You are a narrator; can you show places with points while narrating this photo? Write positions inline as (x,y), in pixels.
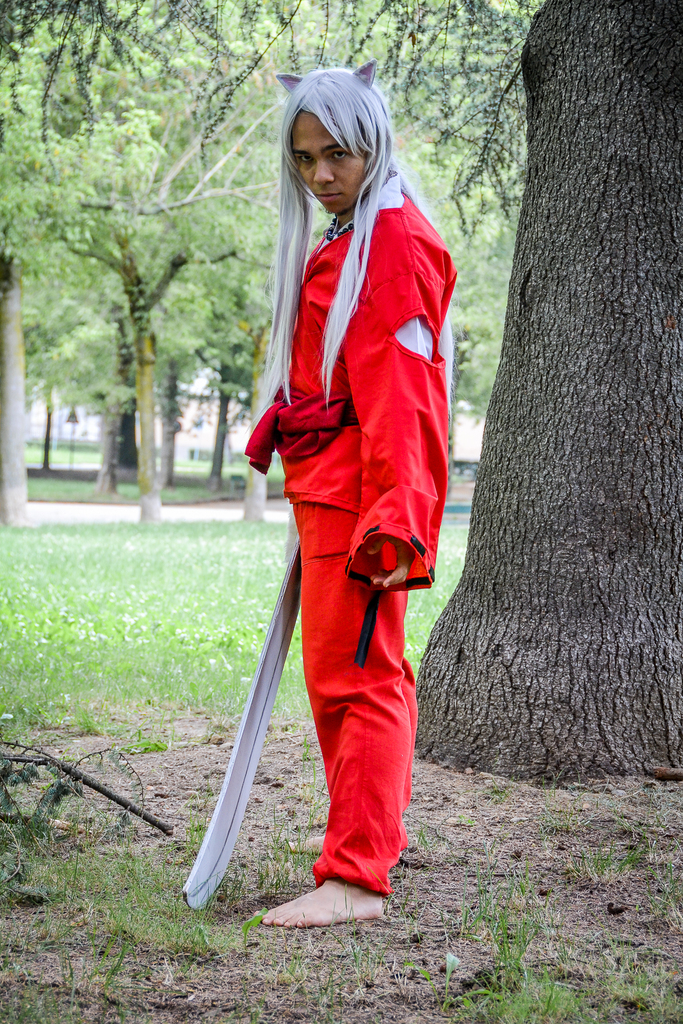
In this image, at the middle (364,656) there is a person (374,407) standing, the person (364,291) is wearing red color clothes (345,546), there is a black color tree trunk (578,429) at the right side (633,706), at the background (70,595) there is green color grass (145,624) on the ground (126,626) and there are some green color trees (167,109).
